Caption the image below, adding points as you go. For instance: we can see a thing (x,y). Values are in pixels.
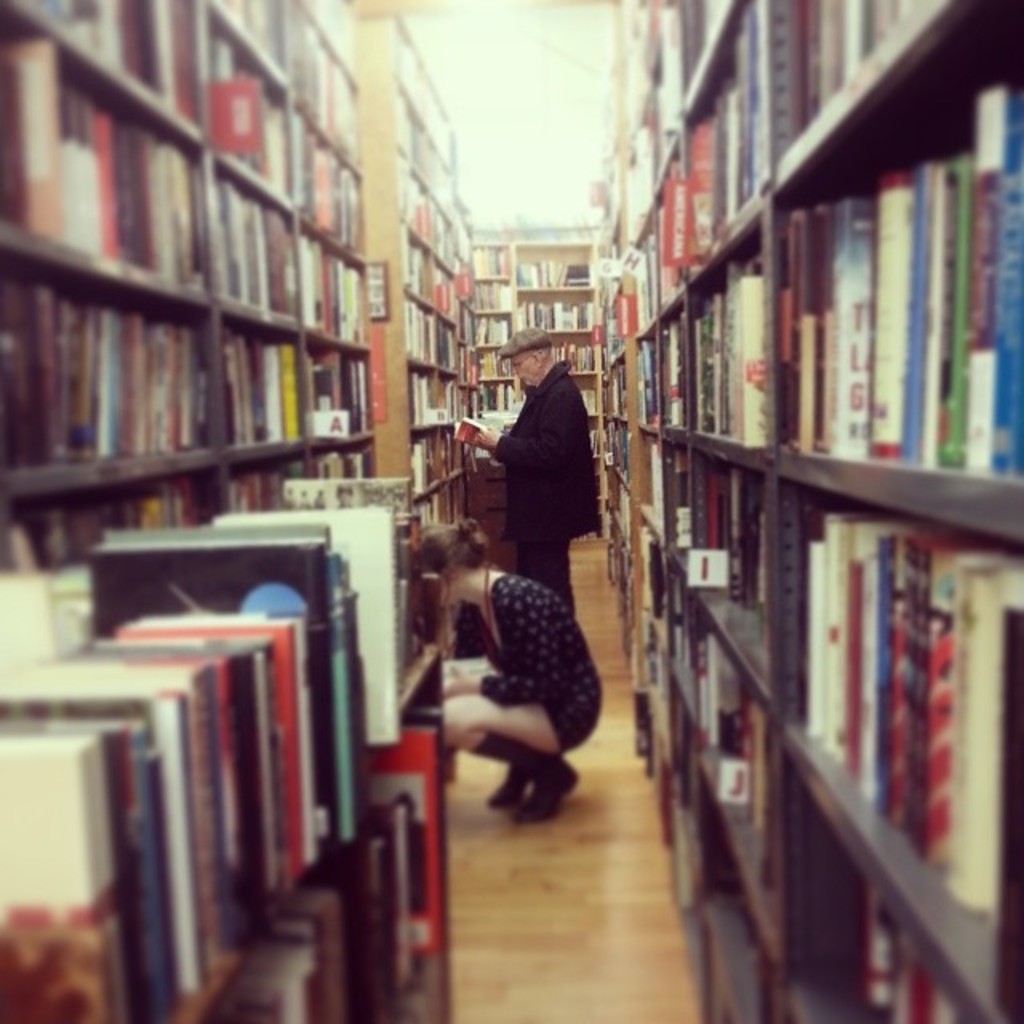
In the middle (536,668) there is a beautiful woman (536,668) searching for the books (462,664) and there is an old man (536,487) reading the book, he wore cap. There are books (25,834) in the racks (698,897), in this image.
